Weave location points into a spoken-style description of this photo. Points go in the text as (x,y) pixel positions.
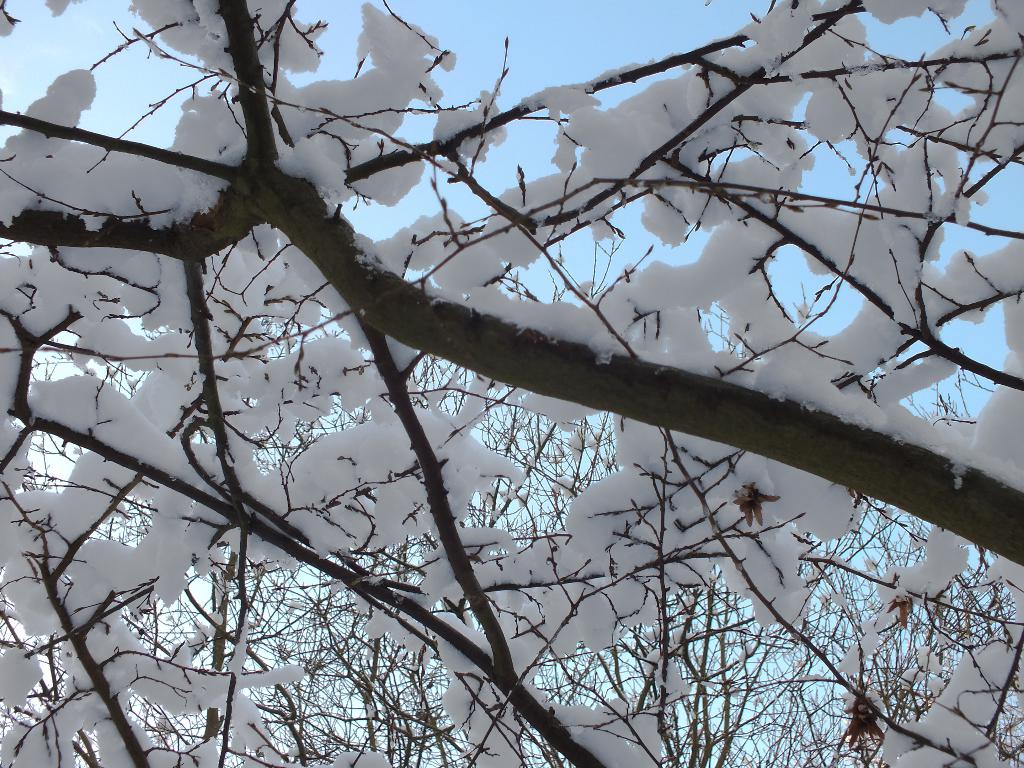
In this picture we can see few trees (641,373) and snow (710,297).
